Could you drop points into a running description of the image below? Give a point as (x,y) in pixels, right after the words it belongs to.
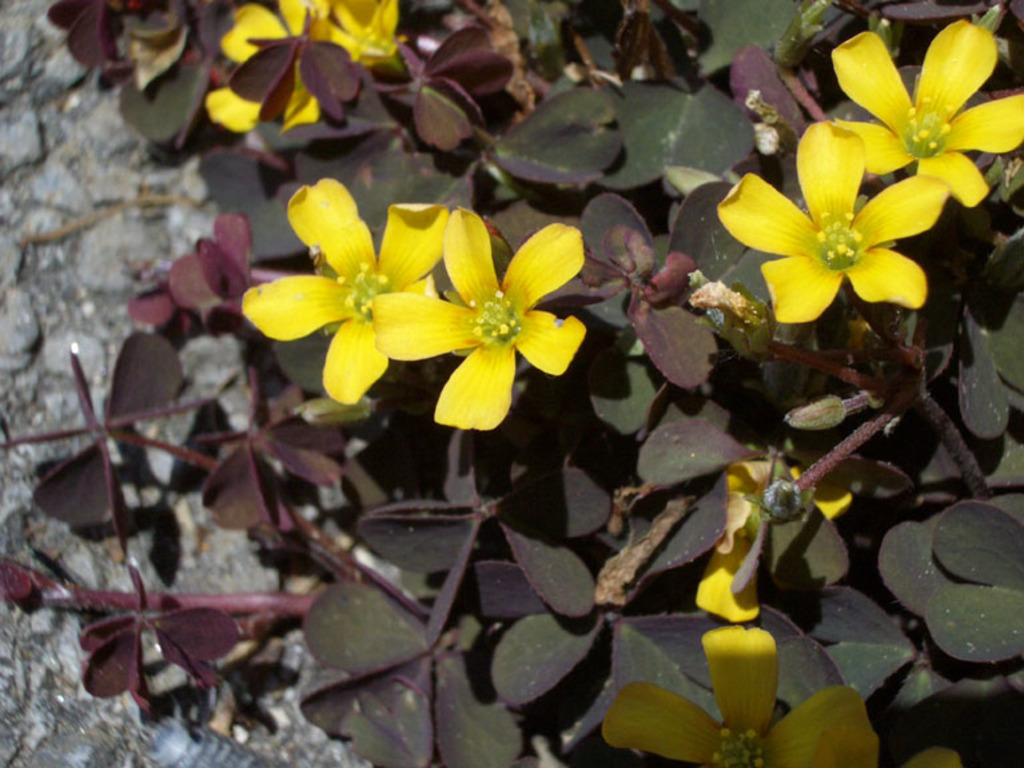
In this image in the foreground (350,504) there are some plants (970,358) and flowers (800,253), and in the background (29,182) there is a wall (99,577).
